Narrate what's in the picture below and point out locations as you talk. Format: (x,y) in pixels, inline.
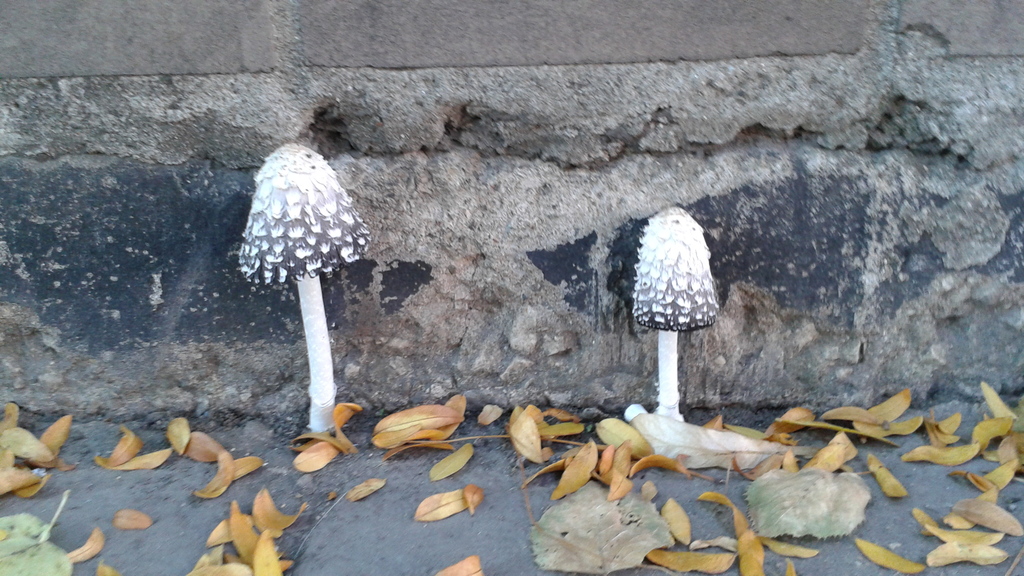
In this picture we can see two mushrooms (685,306) in the front (683,311), at the bottom (849,434) there are some leaves (718,454), in the background (383,73) we can see a wall (404,85).
